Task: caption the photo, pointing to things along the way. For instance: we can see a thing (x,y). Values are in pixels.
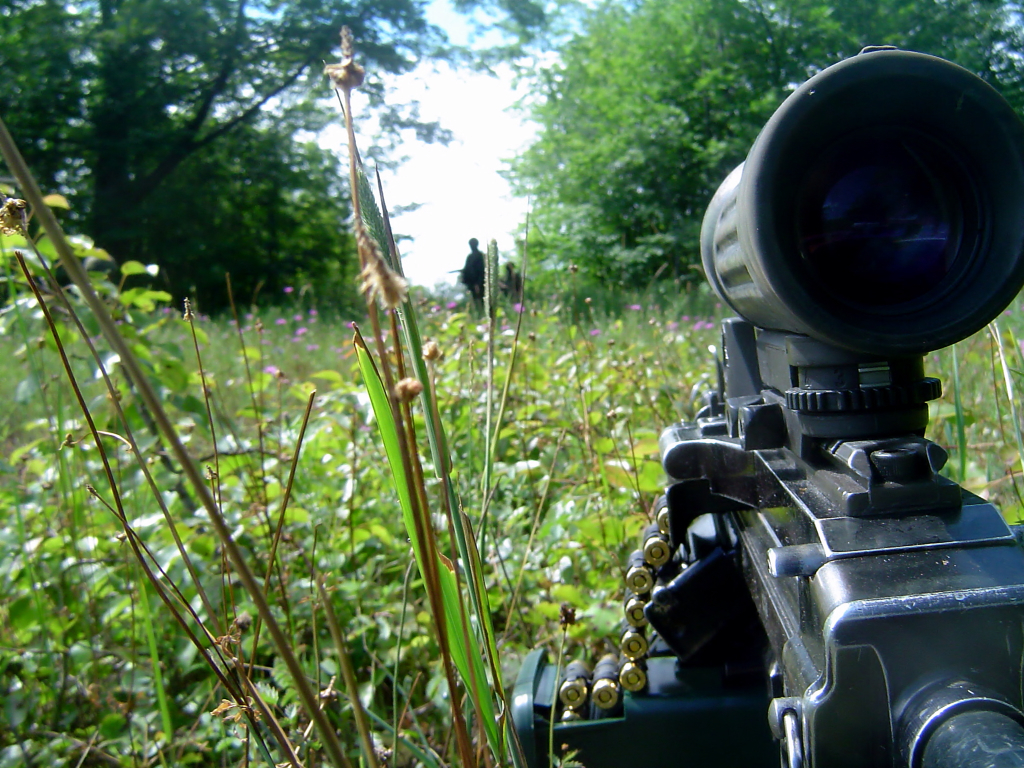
In this image we can see a machine (694,602) with bullets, few trees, few plants (426,391), flowers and some persons (473,265).
